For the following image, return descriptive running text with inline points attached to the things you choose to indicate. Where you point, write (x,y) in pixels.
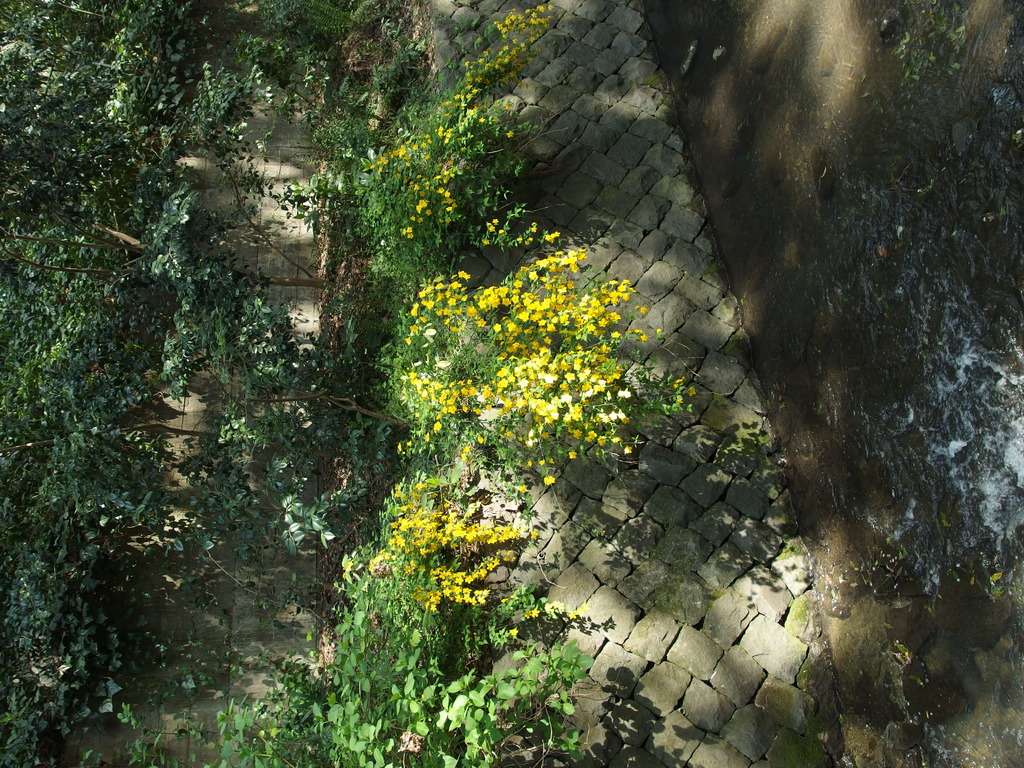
In this picture we can see the water (959,258) on the right side (950,407). There is a path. We can see some yellow flowers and a few green plants (159,262) on the left side (53,464).
